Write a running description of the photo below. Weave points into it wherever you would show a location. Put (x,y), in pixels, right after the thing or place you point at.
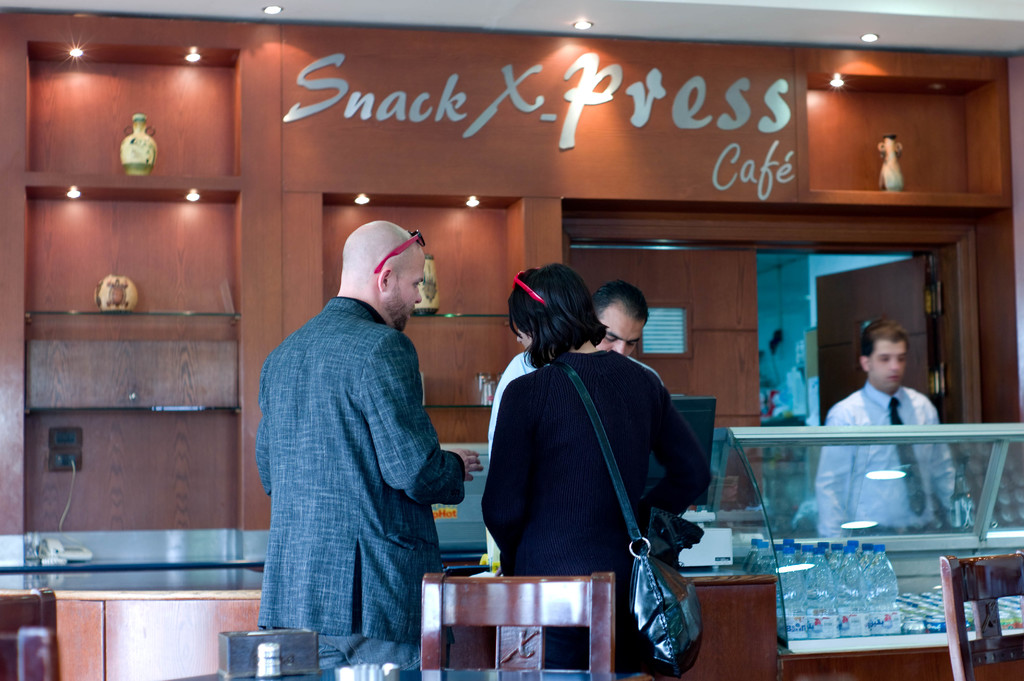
In the picture we can see inside the restaurant (976,503) with a man (280,551) and woman (582,486) standing near the desk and man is with bald head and woman (566,496) is with hand bag (674,583) and behind the desk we can see two men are standing they are in shirts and ties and in front of them we can see monitor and behind them we can see a wall (73,110) which is brown in color and written on it as snack express cafe.
